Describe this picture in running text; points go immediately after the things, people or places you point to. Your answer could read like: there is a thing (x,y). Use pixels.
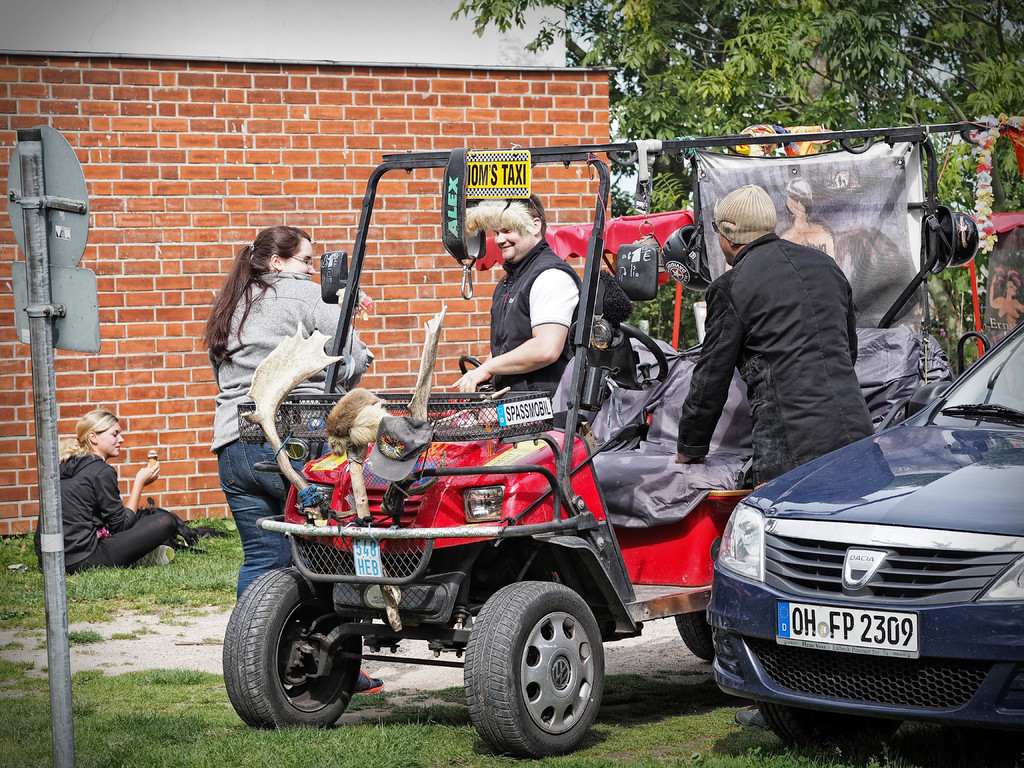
In this Image I see 2 vehicles (662,340) and I see 4 persons (804,419) in which this woman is sitting and rest of them (251,498) are standing, I can also see there is a board (49,129) on this pole (32,157) and In the background (20,86) I see the wall (292,59) and the tree (613,32).
